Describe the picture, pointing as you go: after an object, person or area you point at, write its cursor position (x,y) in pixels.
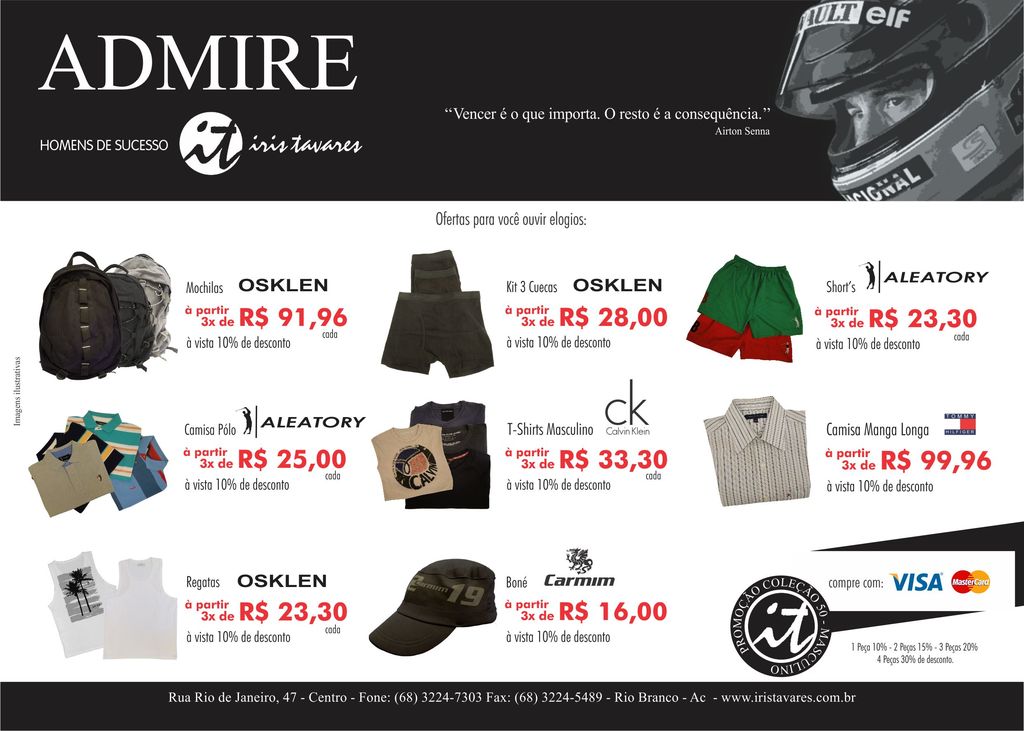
In this image, there is a white color poster (663,216), on that poster (52,241) there are some advertisements (60,492) of the bags (51,345), shirts (78,495), hats (442,630) and shorts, in the top right corner (934,20) there is a man (920,19) wearing a helmet (936,151).
